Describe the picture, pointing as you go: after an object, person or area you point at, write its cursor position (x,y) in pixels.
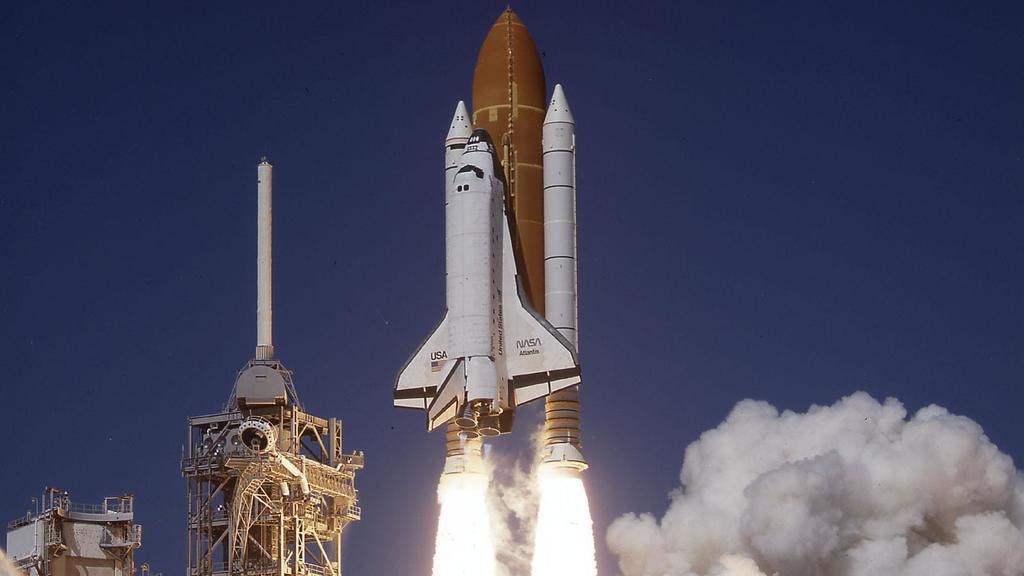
In this image, in the middle (528,208), we can see a rocket (522,222). On the right side (863,486), we can see a smoke (863,486). On the left side (267,446), we can see some electronic equipment (235,503) and a tower (227,429). In the background (764,53), we can see blue color, at the bottom (441,573), we can see a fire (474,492).
